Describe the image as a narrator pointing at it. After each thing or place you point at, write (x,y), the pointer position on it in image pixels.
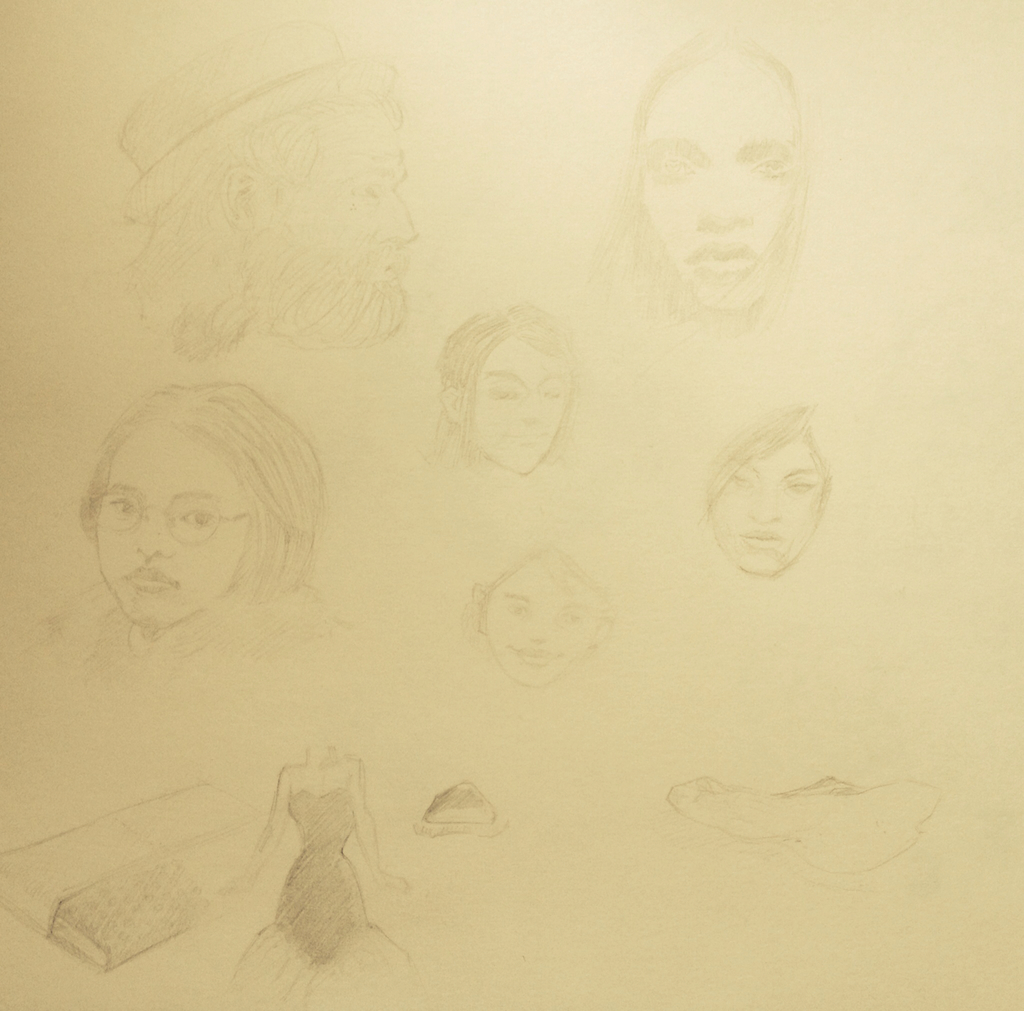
In this image we can see drawing (296,299) of persons faces (304,484) and objects (341,892) on a platform (413,574).
